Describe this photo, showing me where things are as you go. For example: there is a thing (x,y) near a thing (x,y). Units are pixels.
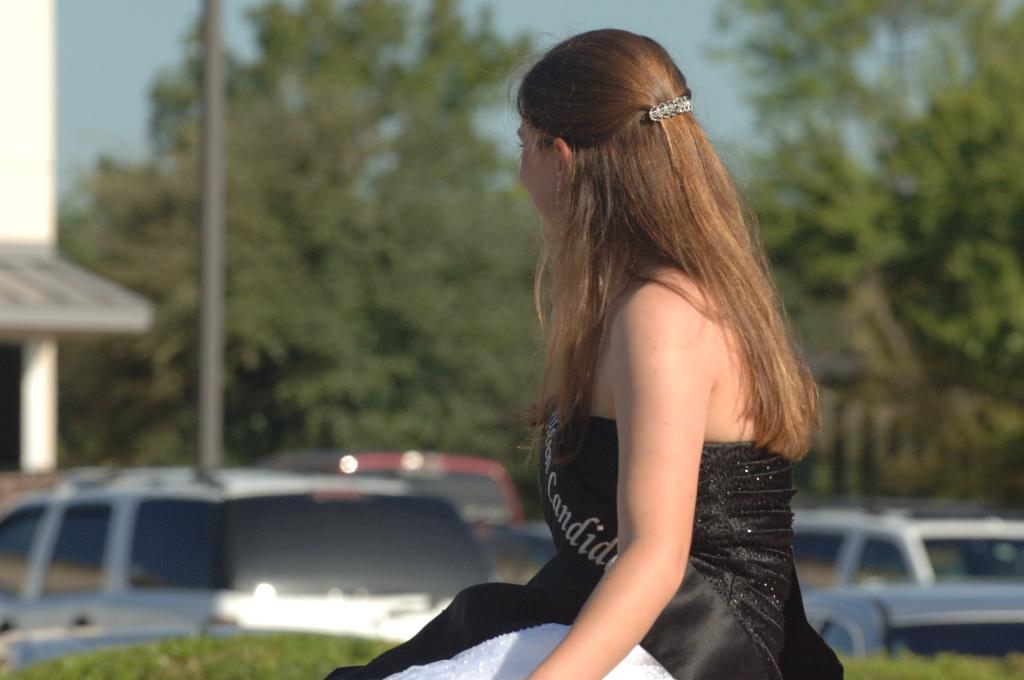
In this image, we can see a woman (696,385) sitting, she is wearing a black dress (698,541), in the background (501,559), we can see some cars (983,576), there are some trees (188,275), at the top (645,7) we can see the sky (720,34).
